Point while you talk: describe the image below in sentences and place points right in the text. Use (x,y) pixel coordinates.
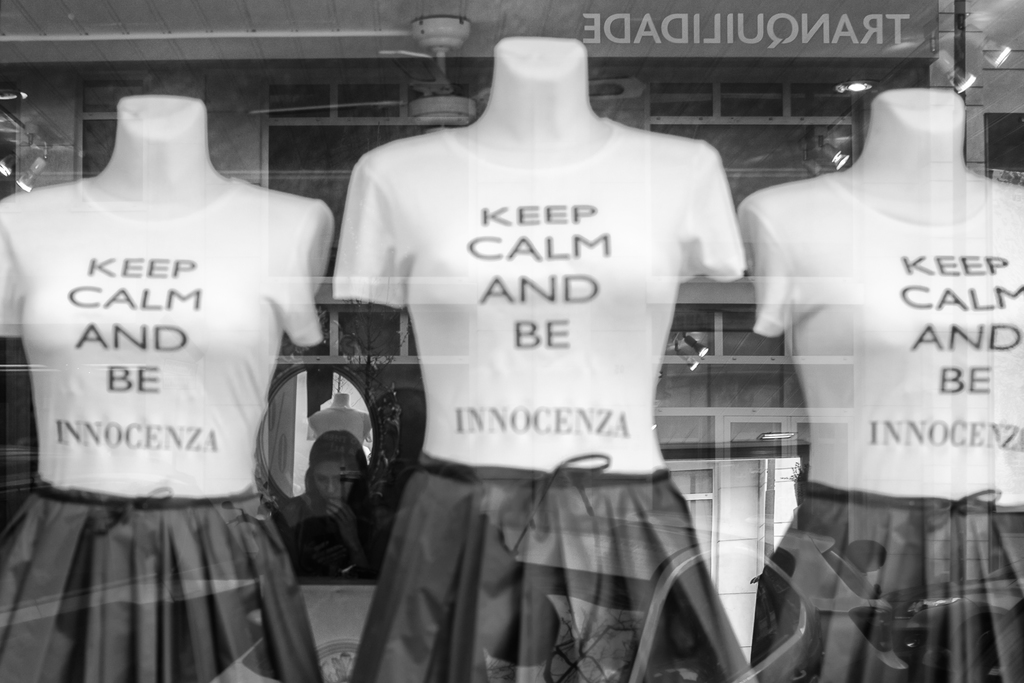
In the picture I can see three mannequins (903,160). I can see the T-shirts (519,252) and frocks (447,615). In the background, I can see a woman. I can see the fan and lights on the roof (842,59).
